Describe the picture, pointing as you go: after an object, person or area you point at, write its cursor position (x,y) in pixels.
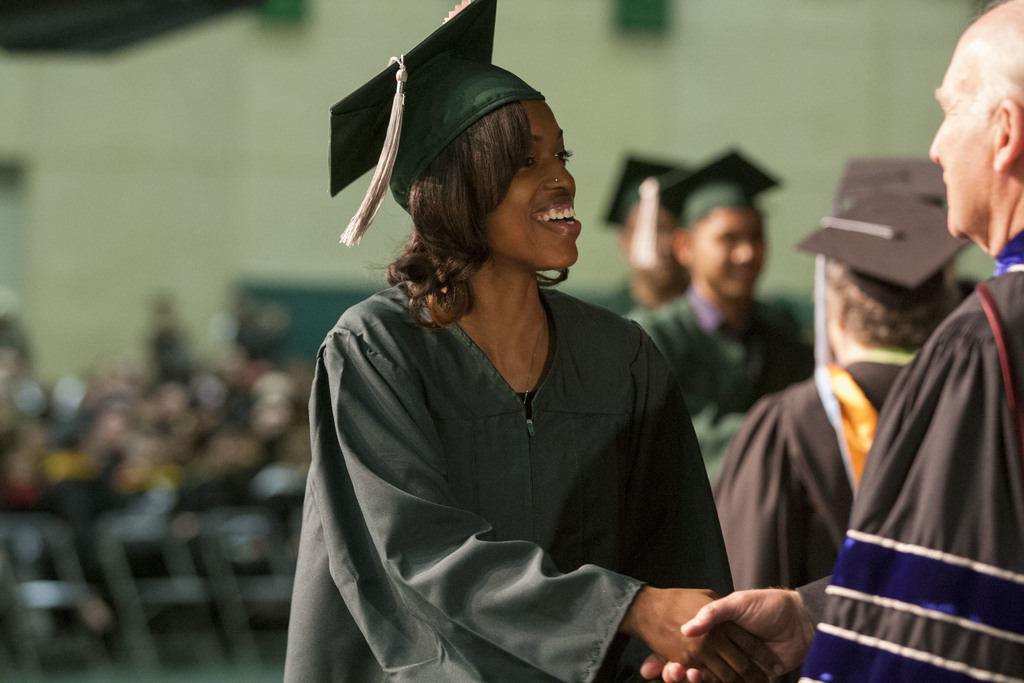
In front of the picture, we see a woman (559,443) and a man (955,655) are standing. They are shaking their hands (771,619) and they are smiling. Behind them, we see the people (814,391) are standing. On the left side (269,423), we see the people (24,491) are sitting on the chairs (204,560). In the background (241,235), we see a wall (266,172). This picture is blurred in the background (273,404).
